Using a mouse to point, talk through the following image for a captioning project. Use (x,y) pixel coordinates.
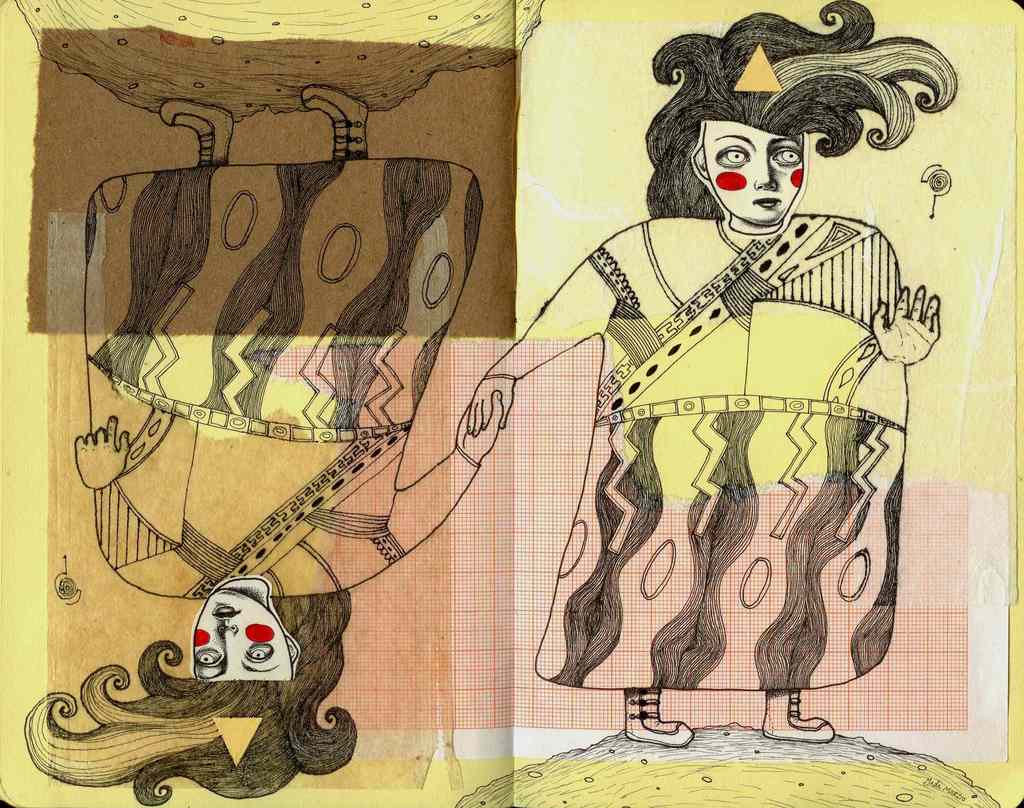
In the image there are some drawings (403,319) and there is a piece of a graph paper (504,548).
